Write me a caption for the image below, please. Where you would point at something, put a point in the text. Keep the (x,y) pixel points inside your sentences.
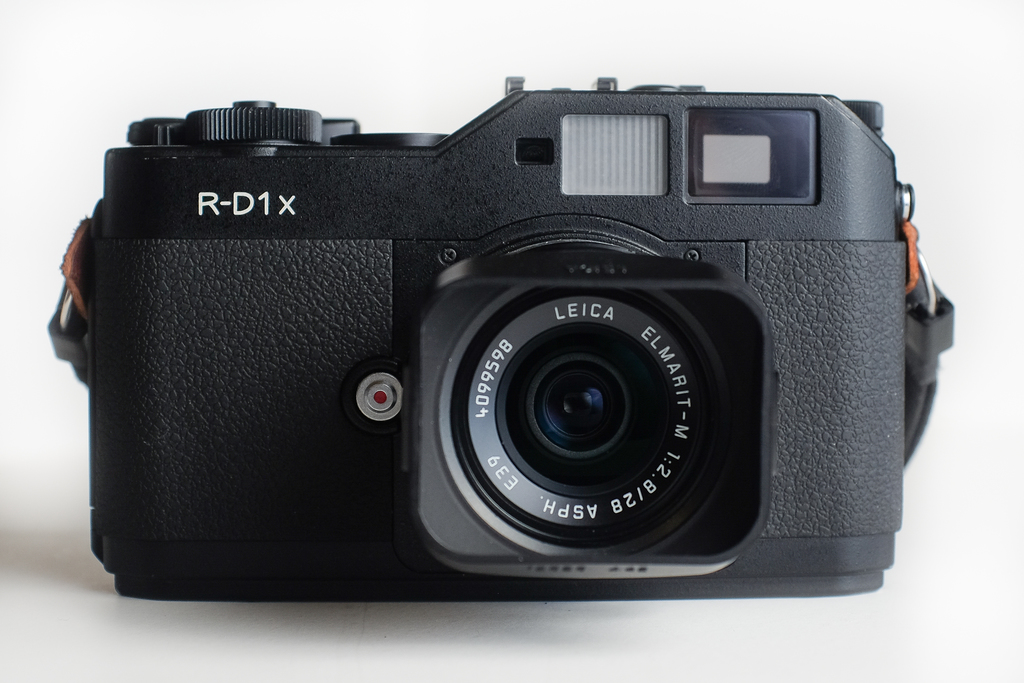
In this image we can see a camera (349,264), and the background (144,65) is white in color.
